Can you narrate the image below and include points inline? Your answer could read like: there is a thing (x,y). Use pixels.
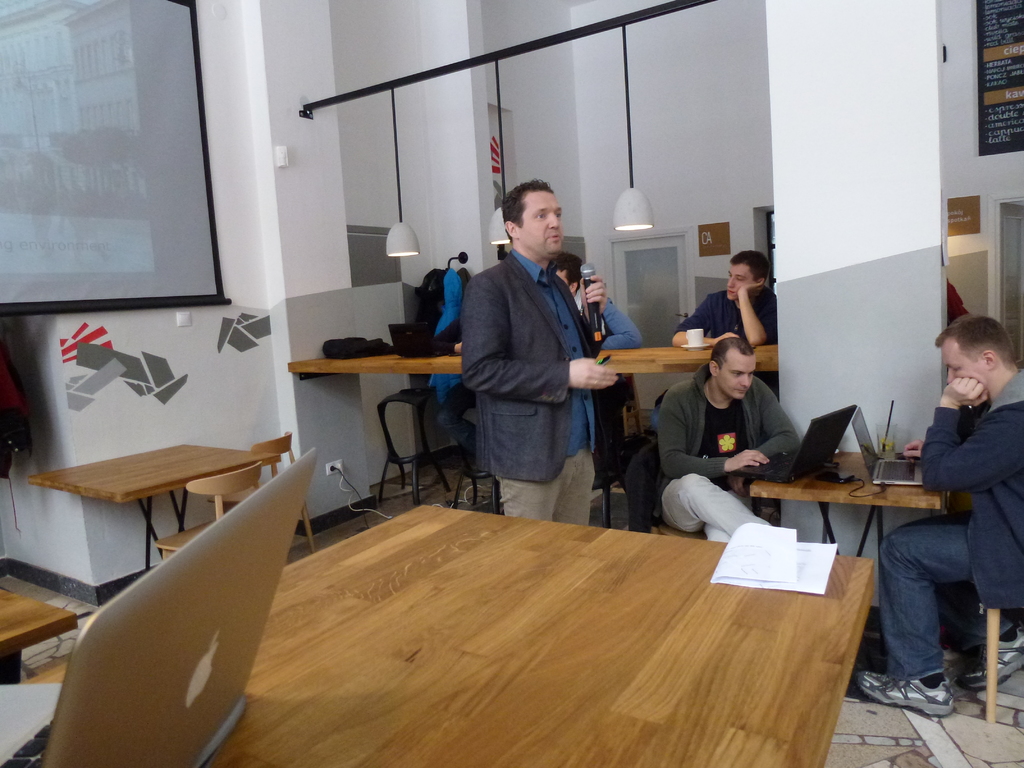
This picture is inside the room (543,138), there are group of people (745,299) sitting and one person (542,369) is standing and holding microphone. At the left side of the image (137,125) there is a screen (75,48) and at the back side (661,274) there is a door (660,318), at the top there are lights (504,163). There are bags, laptops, papers (793,583) on the table (557,628), in the bottom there are wires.
